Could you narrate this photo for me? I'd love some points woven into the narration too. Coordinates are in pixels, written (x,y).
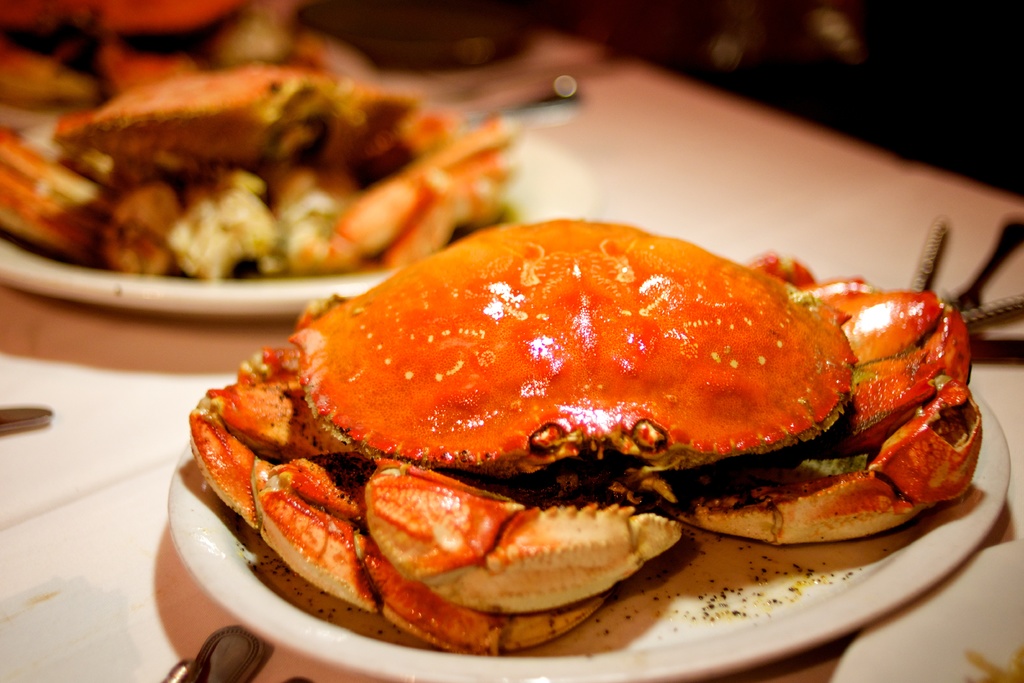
In the image we can see there is a crab (722,403) kept on the plate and there is another crab (433,147) kept on the plate (274,292). The plates (215,296) are kept on the table (272,336) and there are spoons (227,639) and knives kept on the table (149,513).
